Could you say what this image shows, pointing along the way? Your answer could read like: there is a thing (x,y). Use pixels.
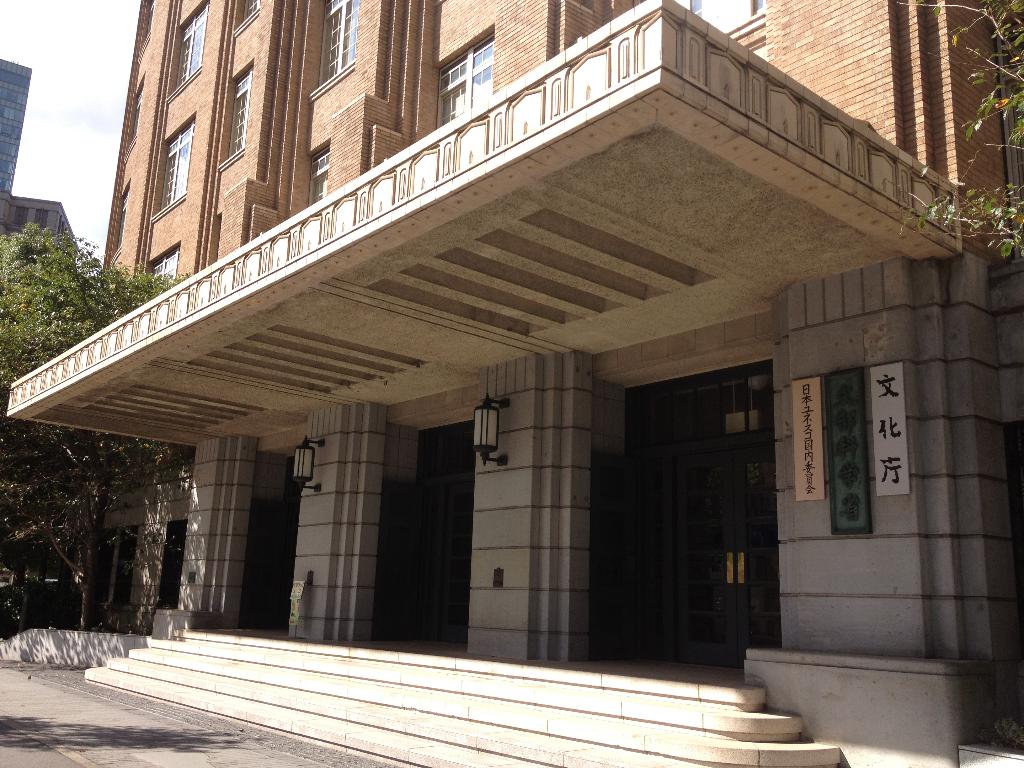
In the image we can see some trees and buildings (531,336), on the building (406,470) we can see some lights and banners (828,397). In the top left corner of the image (114,19) we can see the sky (94,230).
